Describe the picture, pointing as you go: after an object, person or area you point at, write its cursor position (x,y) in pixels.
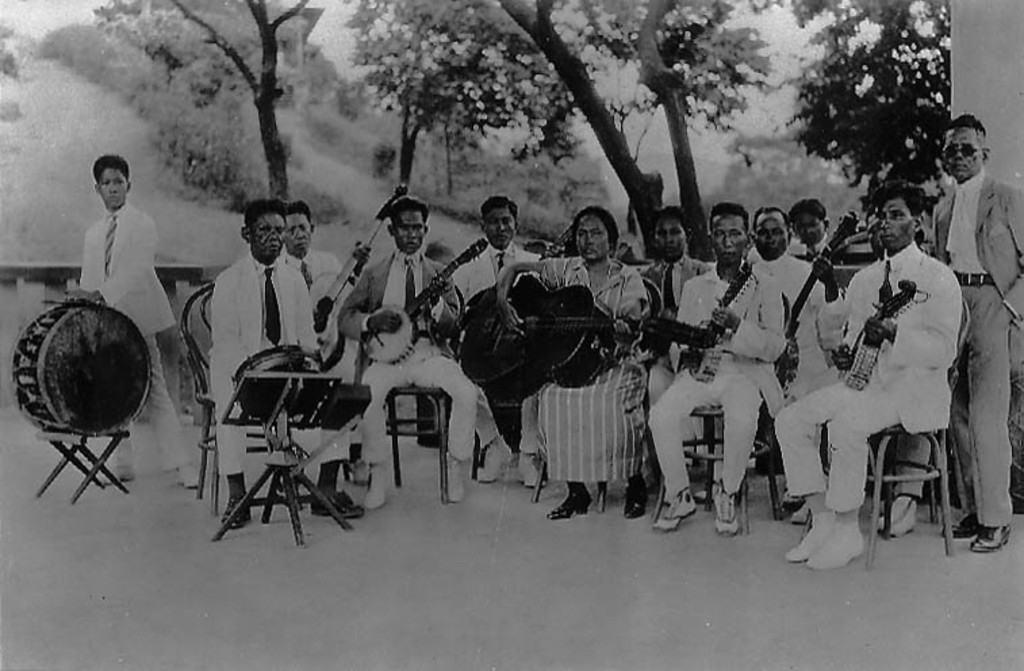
It is a black and white image, there are group of people (703,271) playing musical instruments (907,290) and behind them there are some trees (661,13).
